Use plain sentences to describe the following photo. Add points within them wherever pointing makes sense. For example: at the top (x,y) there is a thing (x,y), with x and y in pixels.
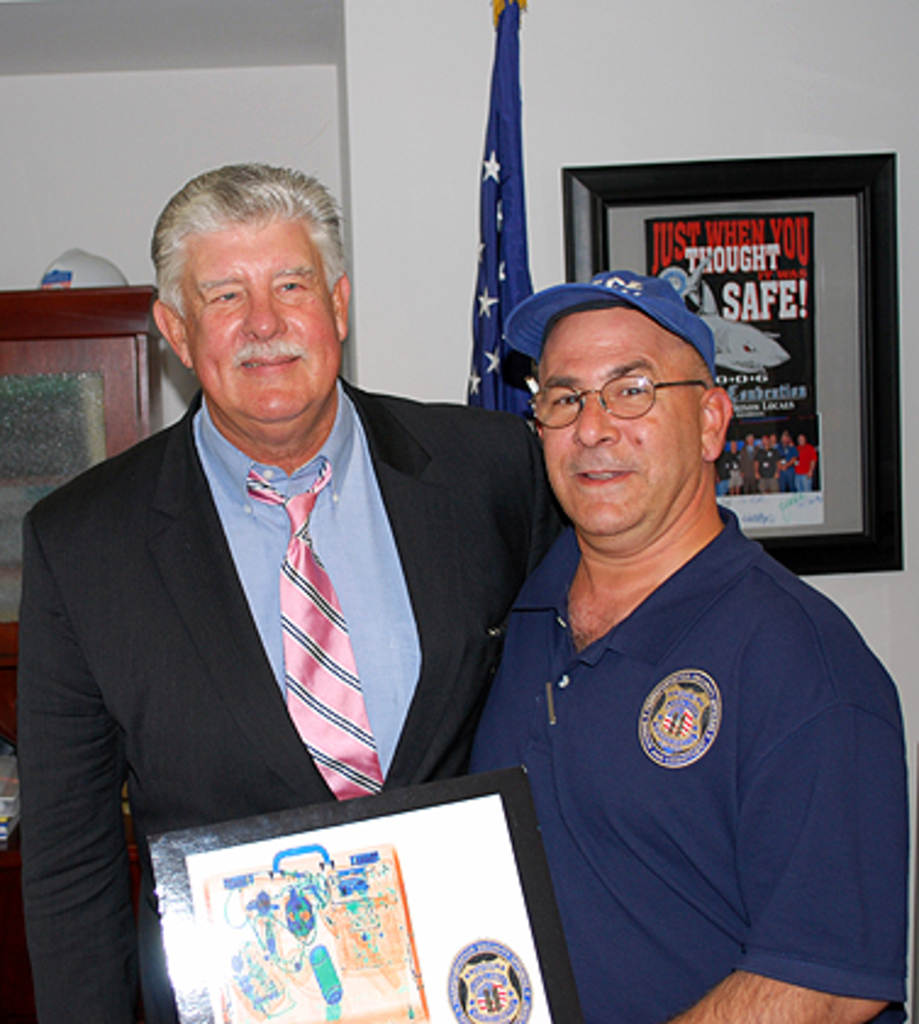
In the center of the image (583,448), we can see people (565,614) standing and one of them is wearing glasses (566,398) and a cap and holding a frame (403,872) and the other is wearing a coat (217,611) and a tie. In the background (512,112), there is a flag (514,163) and we can see a board (721,230) placed on the wall (551,105) and there is a cupboard (45,337) and some other objects (54,278).
